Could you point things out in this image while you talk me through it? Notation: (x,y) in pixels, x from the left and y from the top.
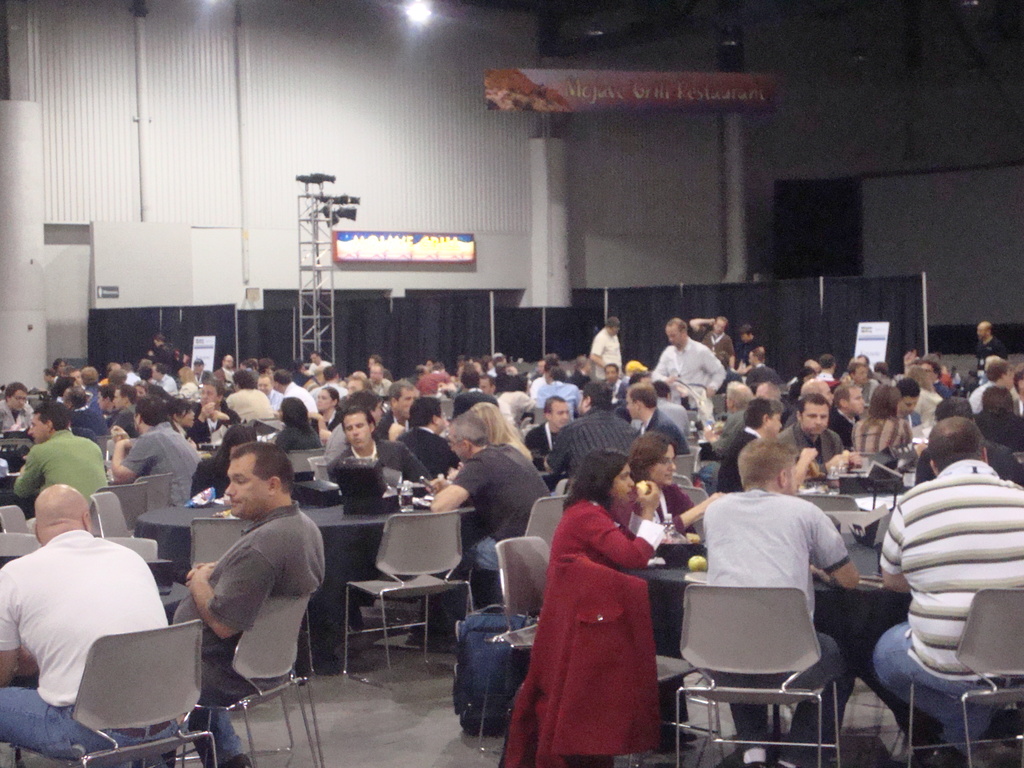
There are many people (45,587) sitting here on the chair (264,606) around the table (332,538). In the background (526,100) we can see pole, hoarding (762,103), light (422,13), pillar (741,198) and wall (356,285).
